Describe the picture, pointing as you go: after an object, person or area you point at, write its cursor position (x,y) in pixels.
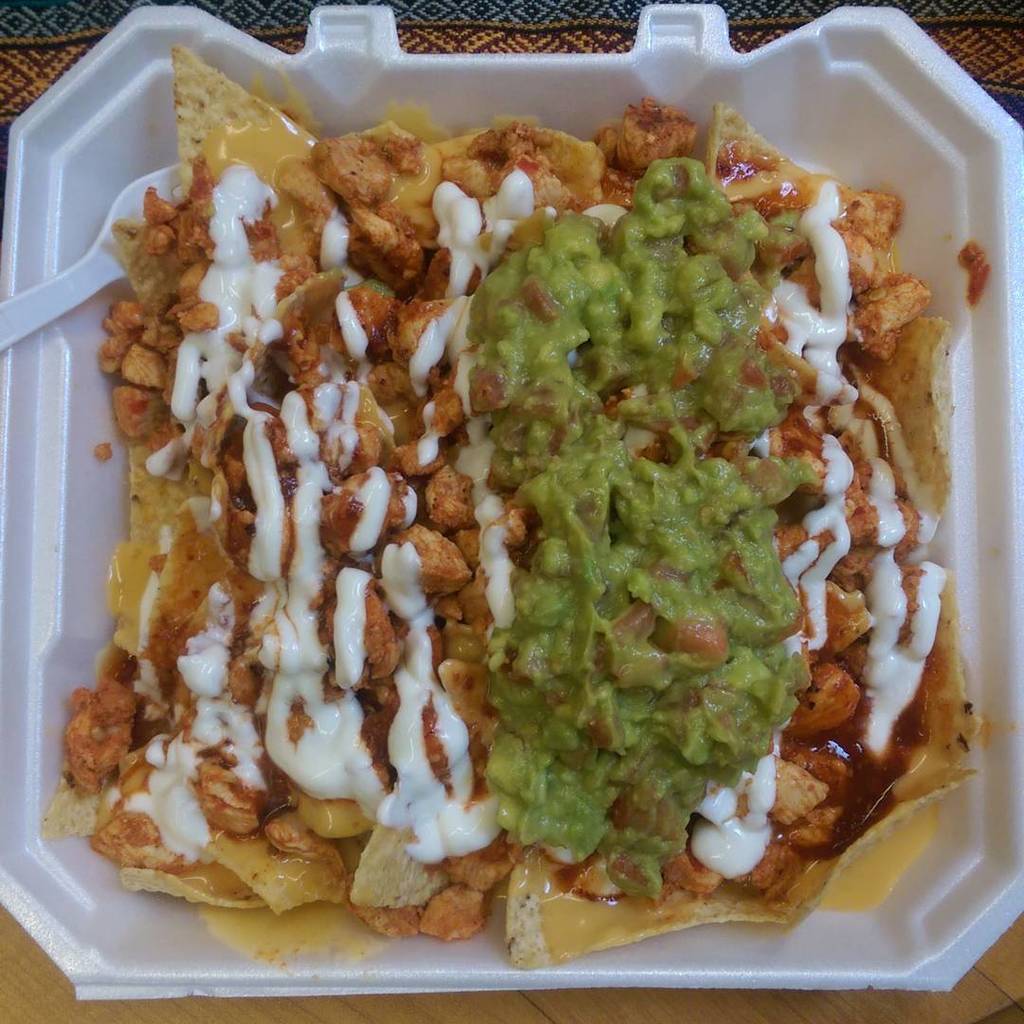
Here I can see a bowl (36,413) which consists of some food (256,475). This bowl (21,668) is placed on a wooden surface (600,996).
